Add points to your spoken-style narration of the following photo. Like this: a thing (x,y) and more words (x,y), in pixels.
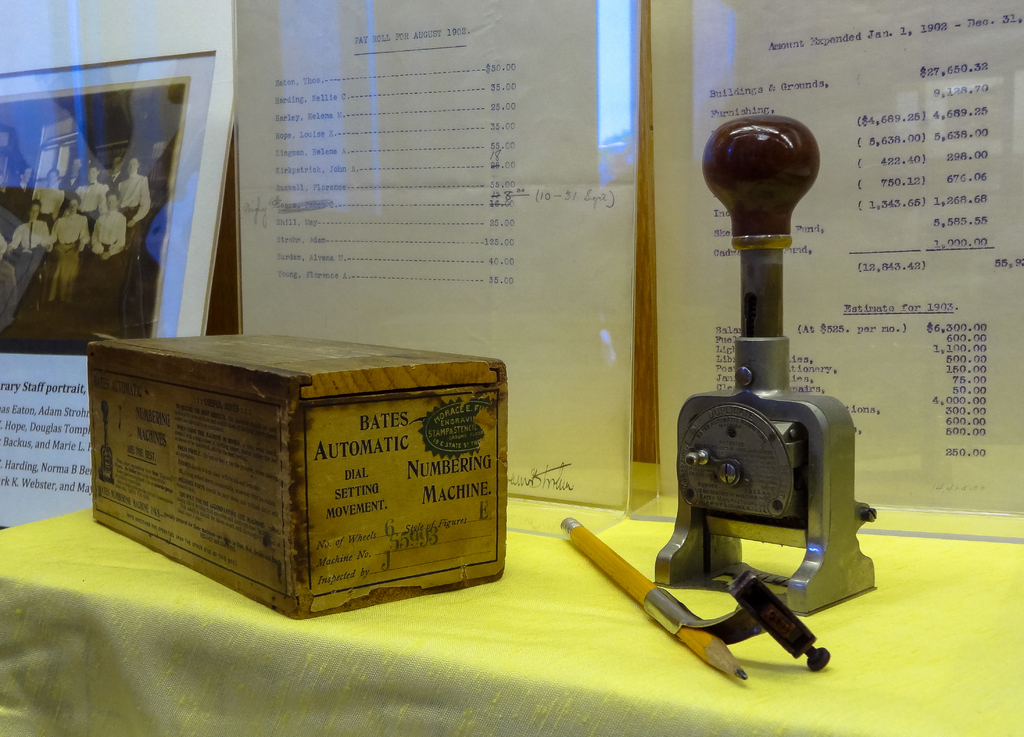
In this image there is a table (605,592) with some box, stamp board (761,504) and pencil (633,586) beside that there is a display board (1010,2) with some note (1010,2) and on other side there is a photo frame (162,113).
